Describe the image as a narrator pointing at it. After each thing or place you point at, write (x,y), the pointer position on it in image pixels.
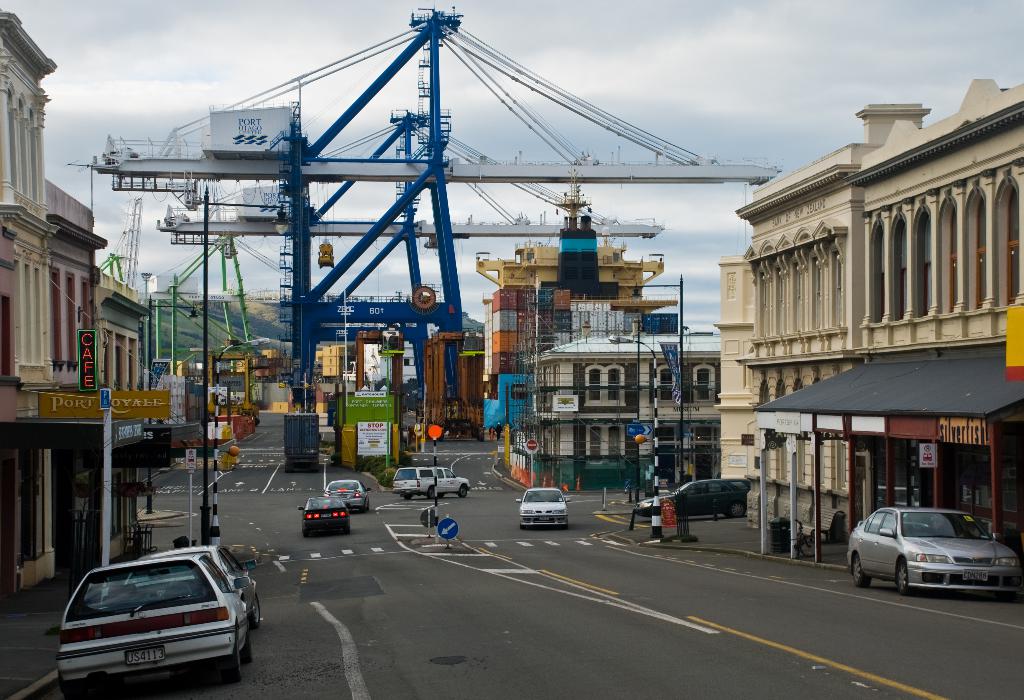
To the bottom of the image (353,572) there is a road (271,523) with few cars (144,577). To the left side of the image (191,569) there is a car (210,569) on the road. Behind the car (91,632) there is a footpath (40,629) and a building (40,271) with pillars (14,168), walls (102,307) and poles (105,560). And to the right side of the image (907,350) there is a building (863,297) with pillars (889,255) and also there is a store (938,434) with roofs (951,384) and poles (819,496). In front of the store (978,496) there is a car (904,552) on the road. And in the background (319,171) there are blue and white cranes (380,181) and also there is a construction of building (528,409). And to the top of the image (212,45) there is a sky (263,45).
